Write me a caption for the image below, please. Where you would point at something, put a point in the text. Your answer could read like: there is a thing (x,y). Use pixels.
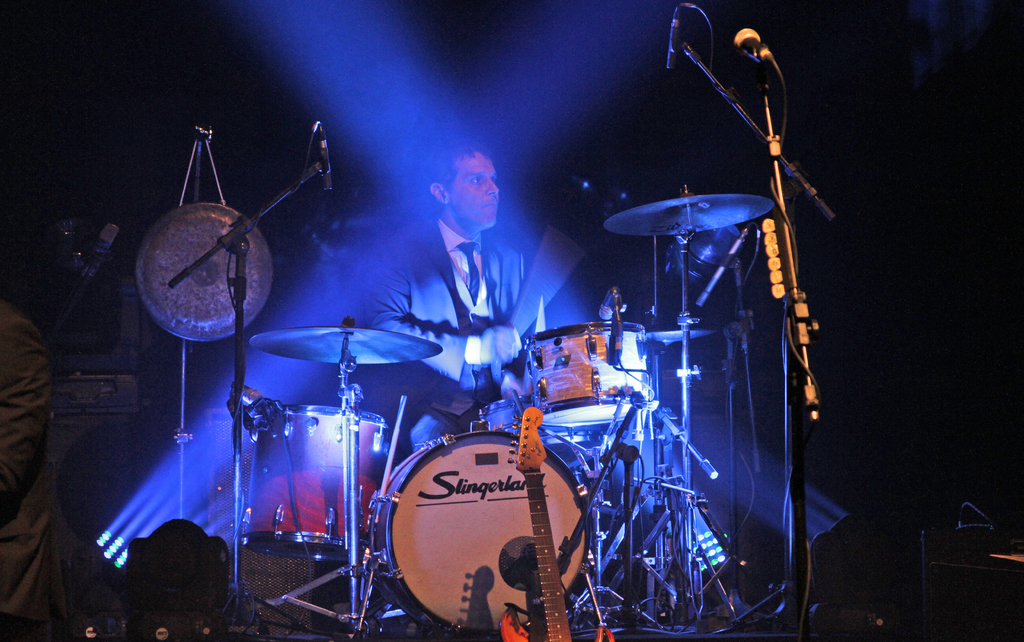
In this picture I can see there is a man (455,401) sitting and playing a drum set (544,472) and there is a guitar (538,502) placed here and there is a person (16,445) standing at the left side (22,535).
